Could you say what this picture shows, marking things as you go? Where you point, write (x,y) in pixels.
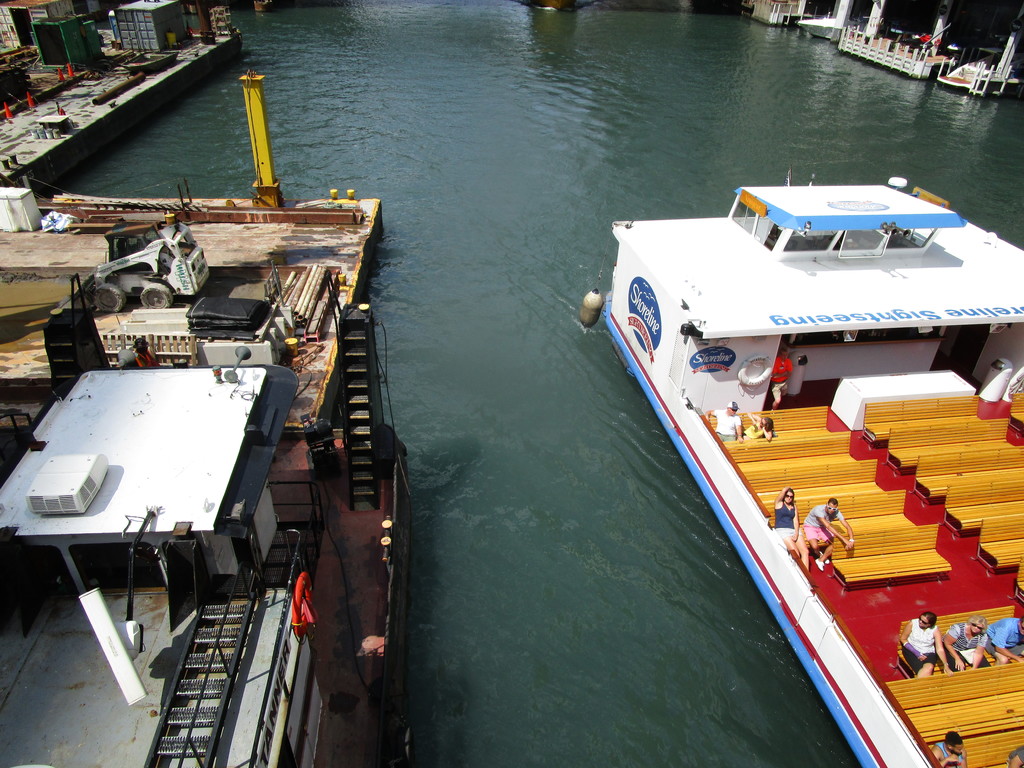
In the foreground of this image (296,241), it seems like a dock (321,256) where we can see boats (804,595) on the water (494,310). On the right (793,529), there are few people (806,519) sitting on the benches (890,562) of a boat (806,293). In the background (484,38), there is water (532,69), railing (880,53) on the right (911,63), and few metal objects (154,11) and cones (63,76) on the left (69,58).
